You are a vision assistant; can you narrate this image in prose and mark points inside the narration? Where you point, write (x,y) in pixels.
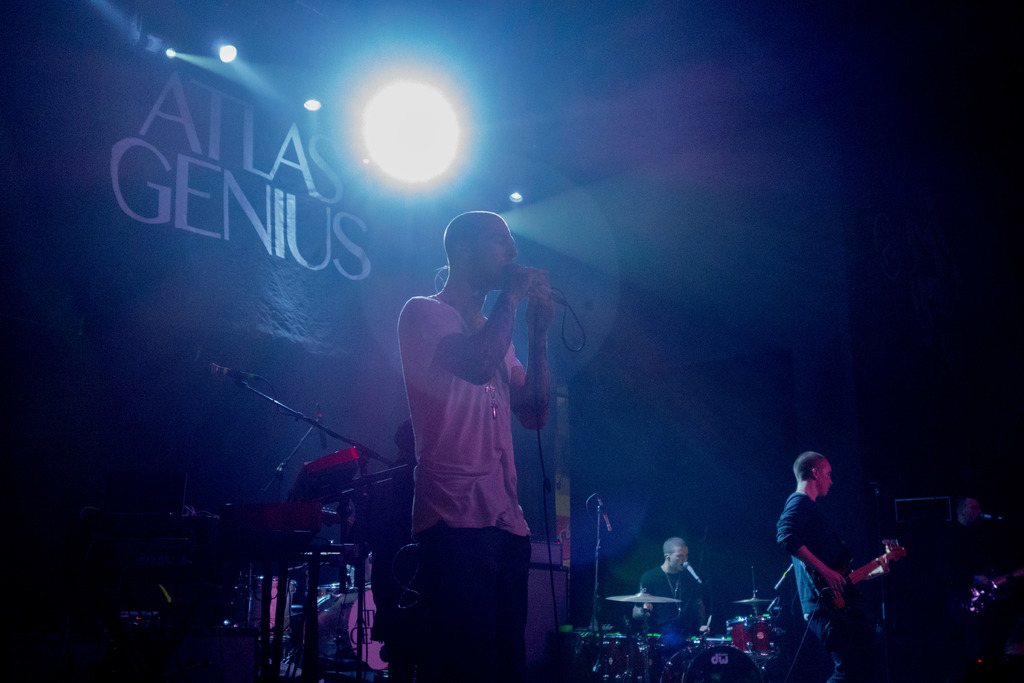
In the image I can see a person (413,345) who is holding the mic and to the side there are some other people (704,620) who are playing some musical instruments (676,654) and behind there is a banner (335,171) and some lights (408,91).
